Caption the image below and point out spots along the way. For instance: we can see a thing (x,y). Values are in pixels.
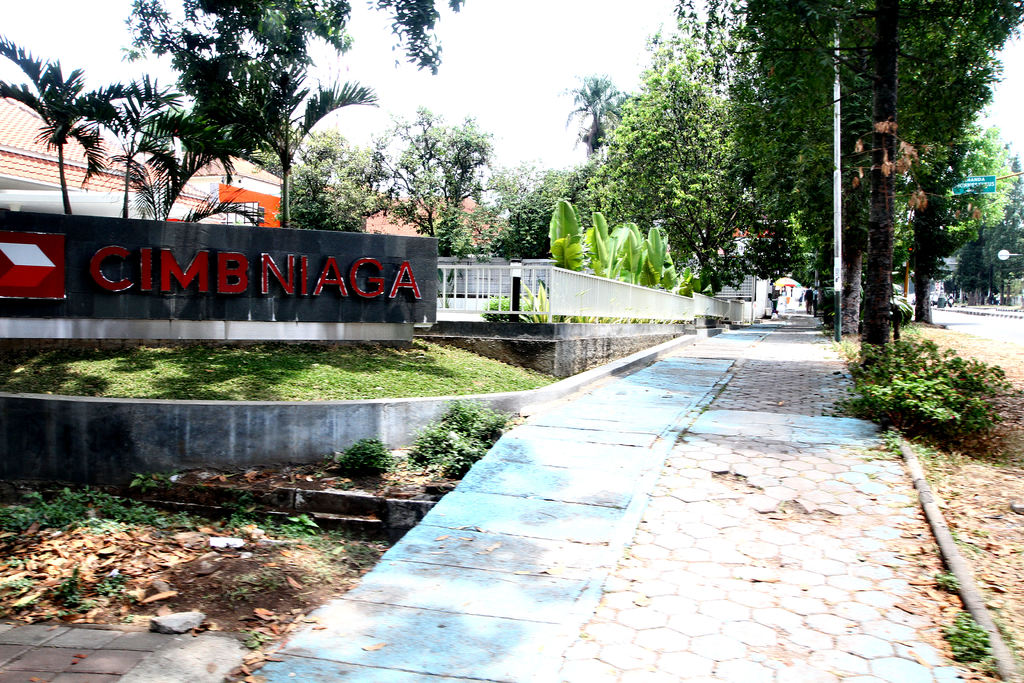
At the bottom of the picture (696,537), we see the pavement (588,514), shrubs (360,465) and dry leaves (118,541). On the right side (890,383), we see the trees (916,183), shrubs (925,358) and poles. We see a board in green color with some text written on it. We even see the road (948,314). On the left side (184,204), we see the buildings (273,186), trees (500,236) and railing (609,301). We even see some text (122,248) written on the wall (165,239) with red color. In the background (360,206), we see the trees (635,116) and the buildings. At the top (478,51), we see the sky (537,67).
